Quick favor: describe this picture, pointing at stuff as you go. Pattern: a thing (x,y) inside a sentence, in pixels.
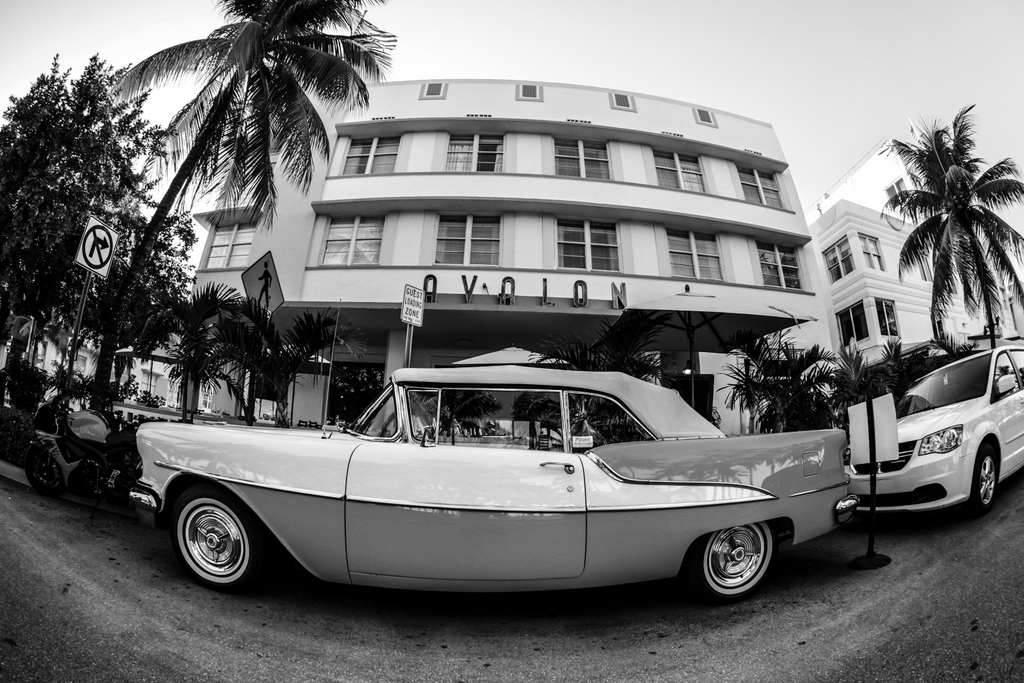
In front of the image there are cars (239,477) and bike (65,476) parked, beside them there are sign boards (853,418), in the background of the image (371,317) there are trees (945,212) and buildings (589,300), on the building (549,292) there is name (549,292).
